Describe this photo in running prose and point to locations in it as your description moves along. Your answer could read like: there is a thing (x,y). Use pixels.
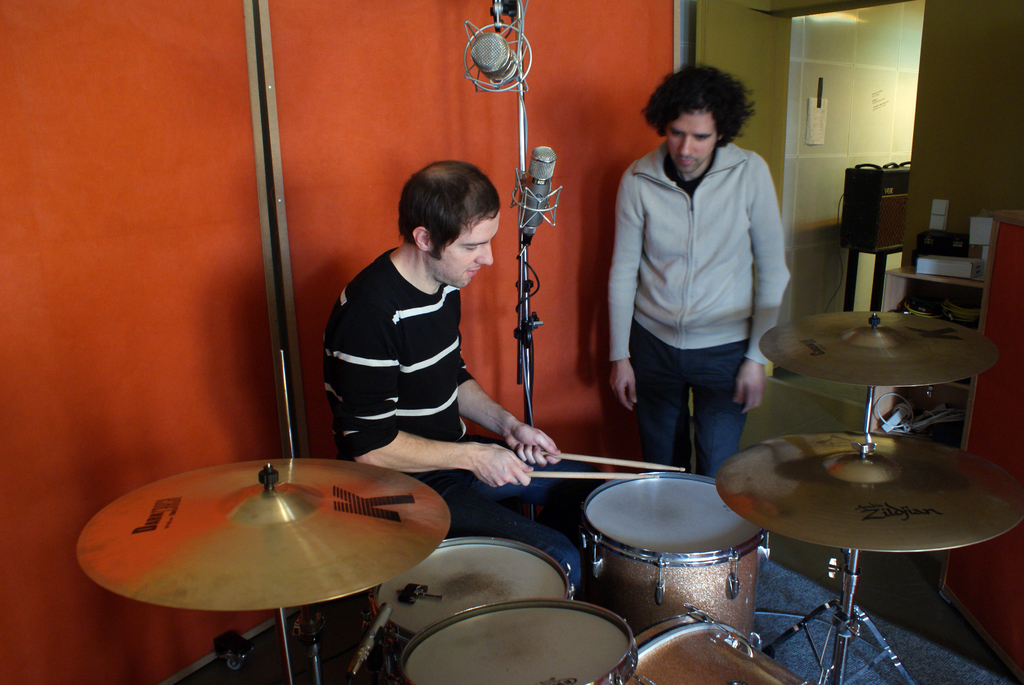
In this picture we can see two men (630,266) one man (665,274) is standing and one man (415,406) is sitting, the man (408,388) sitting is playing drum (632,510) with the drumsticks (575,477) in front (943,355) we can see cymbal (902,457) and four drums (596,664) behind the man (447,305) we can see a microphone (541,199), in the background (468,153) we can see a wall (359,109), on the right side of image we can see some rack (914,277).
